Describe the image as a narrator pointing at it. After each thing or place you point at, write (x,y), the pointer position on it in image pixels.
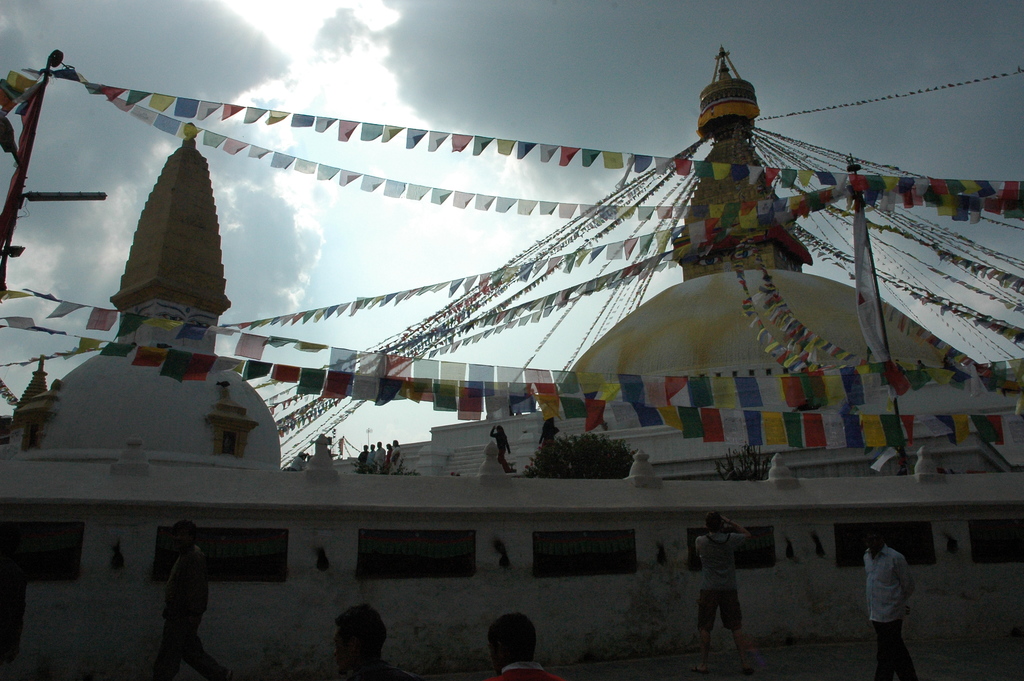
In this image I can see the buildings (404,460) decorated with the colorful flags (684,410). I can see few people (705,611). In the background (371,228) I can see the clouds (496,127) and the sky (488,228).
